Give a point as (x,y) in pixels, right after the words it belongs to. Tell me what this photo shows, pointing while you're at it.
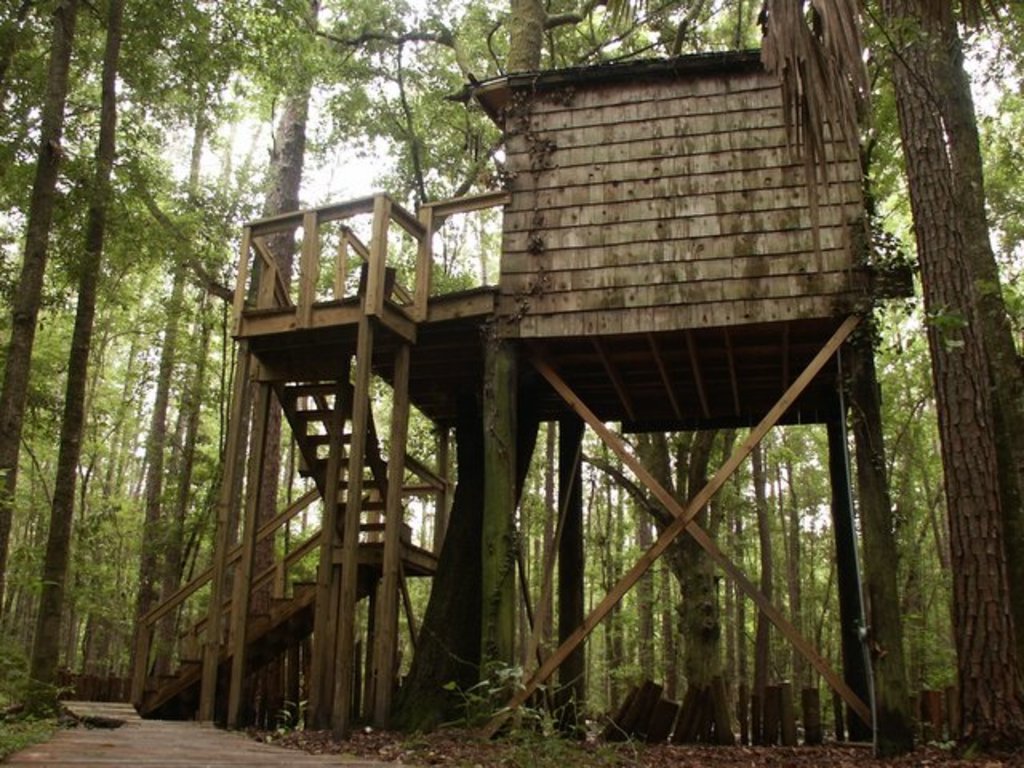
In front of the image there is a tree house (451,318) with wooden stairs (305,414) and wooden fence (376,271), around the house (555,224) there are trees (76,393).
